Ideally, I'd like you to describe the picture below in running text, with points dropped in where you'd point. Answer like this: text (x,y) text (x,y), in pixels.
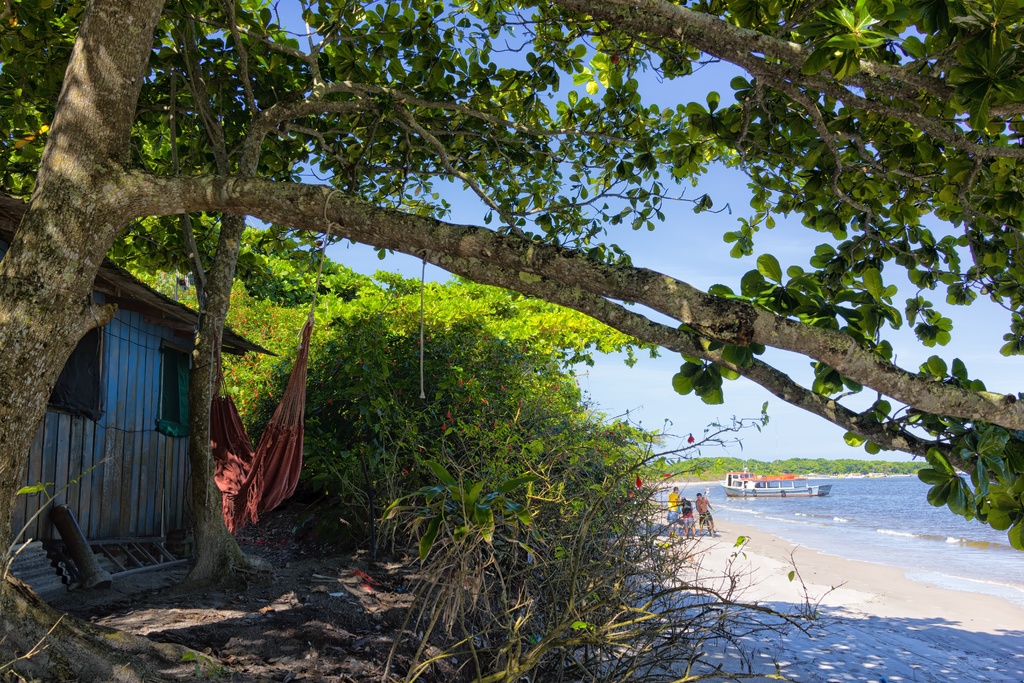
This picture is from the seashore (739,560). In this image, on the right side (970,147), we can see some trees (994,411) and a seashore (890,555), we can also see a boat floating in the water (902,551). On the right side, we can see three people (703,515) are walking on the sand (840,682). On the left side (43,388), we can see a house (102,390), window (99,391), trees (394,158), hammock (291,427). In the background (253,393), we can also see some trees (425,337) and plants (511,351). At the top (530,49), we can see a sky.
